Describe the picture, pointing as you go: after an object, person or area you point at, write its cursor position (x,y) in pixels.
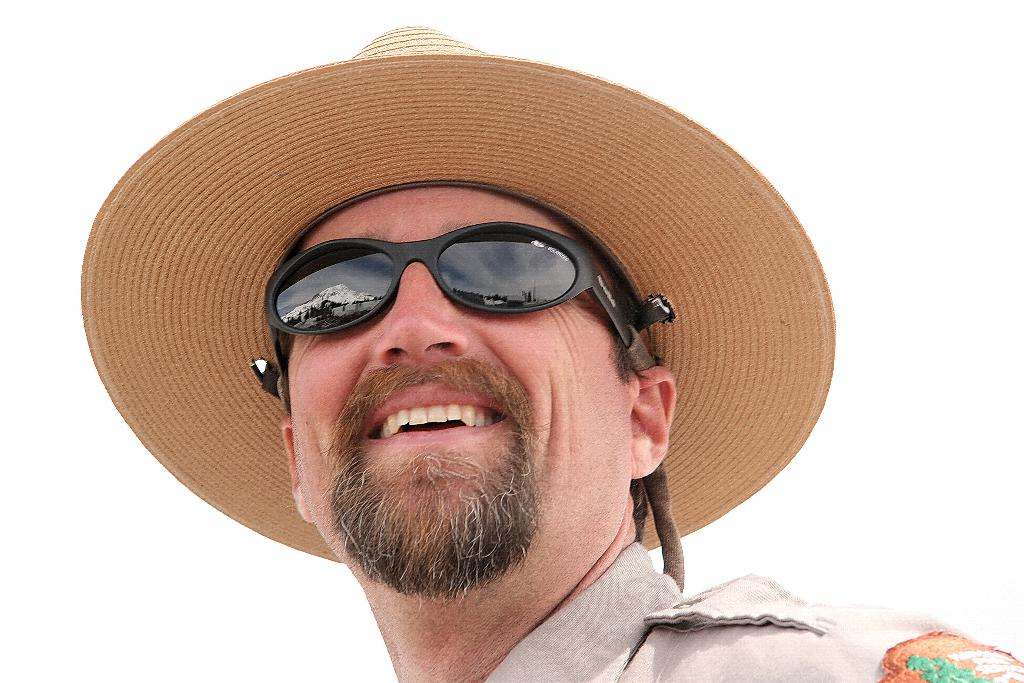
In this picture I can see a man (338,497) with a smile (428,414) on his face (604,380) and he wore a cap (403,95) and sunglasses (507,269) and I can see white color background (825,103).
